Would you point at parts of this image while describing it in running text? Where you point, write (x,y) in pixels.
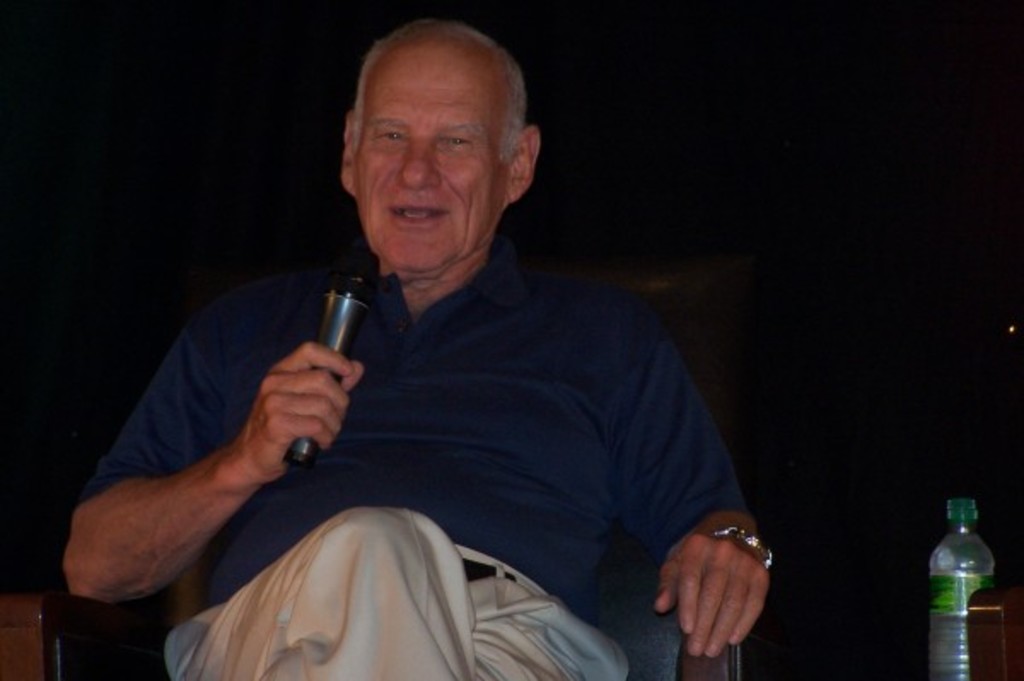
In this image there is a person (462,396) sitting on a chair (657,294) with blue t-shirt (579,311) and white pant (342,589), he is holding a microphone (352,288) and he is talking. There is a watch (762,542) to his left hand (712,528) and at the right of the picture (979,567) there is a bottle (955,538).
